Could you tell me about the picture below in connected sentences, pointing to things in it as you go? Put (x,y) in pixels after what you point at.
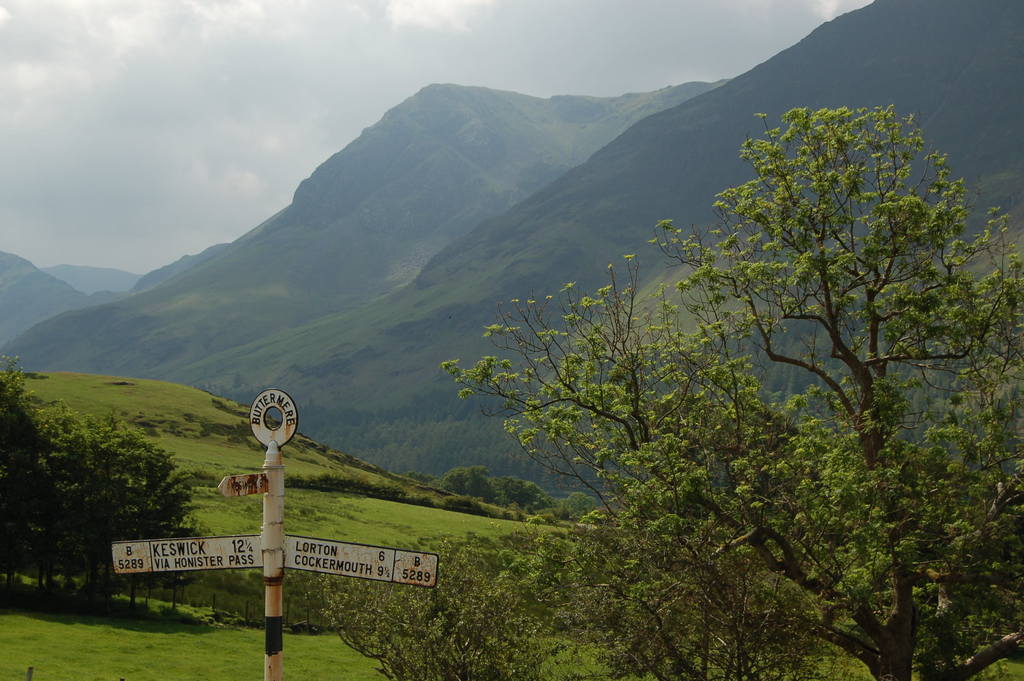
In this picture we can see name boards (327,548) attached to a pole (277,454), trees (64,487), mountains (414,304), grass (310,455) and in the background (140,129) we can see the sky (248,123) with clouds (384,56).
